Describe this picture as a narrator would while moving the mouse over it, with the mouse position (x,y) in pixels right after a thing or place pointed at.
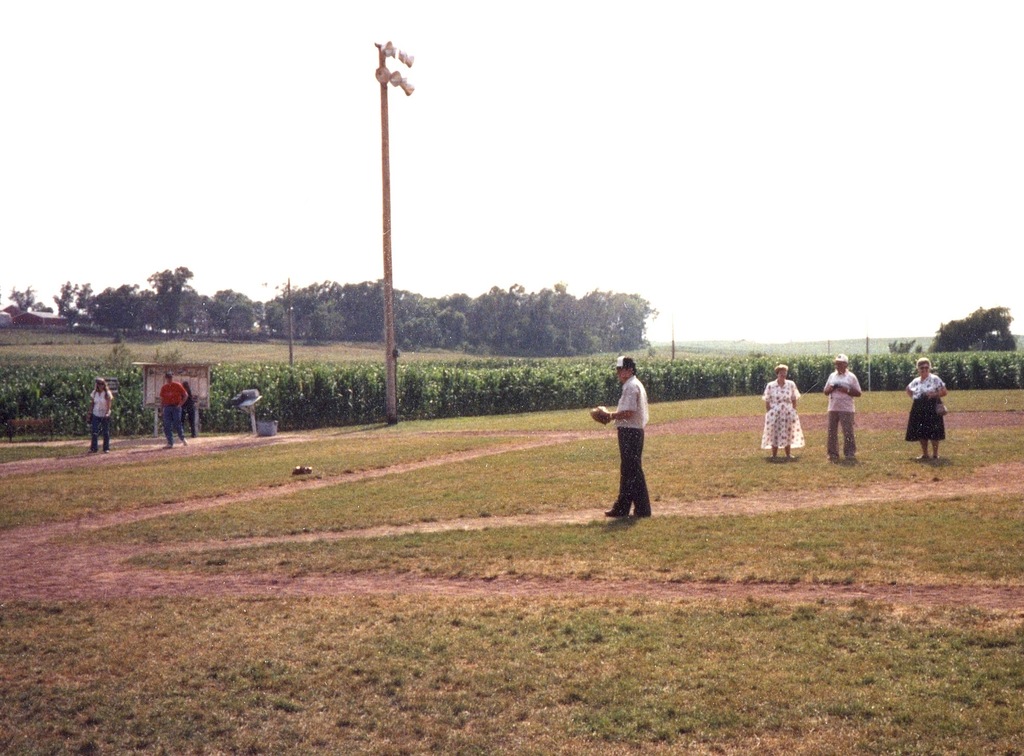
In this picture I can see group of people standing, there are poles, there are plants (871,356), trees (588,340), and in the background (961,175) there is the sky (604,196).
